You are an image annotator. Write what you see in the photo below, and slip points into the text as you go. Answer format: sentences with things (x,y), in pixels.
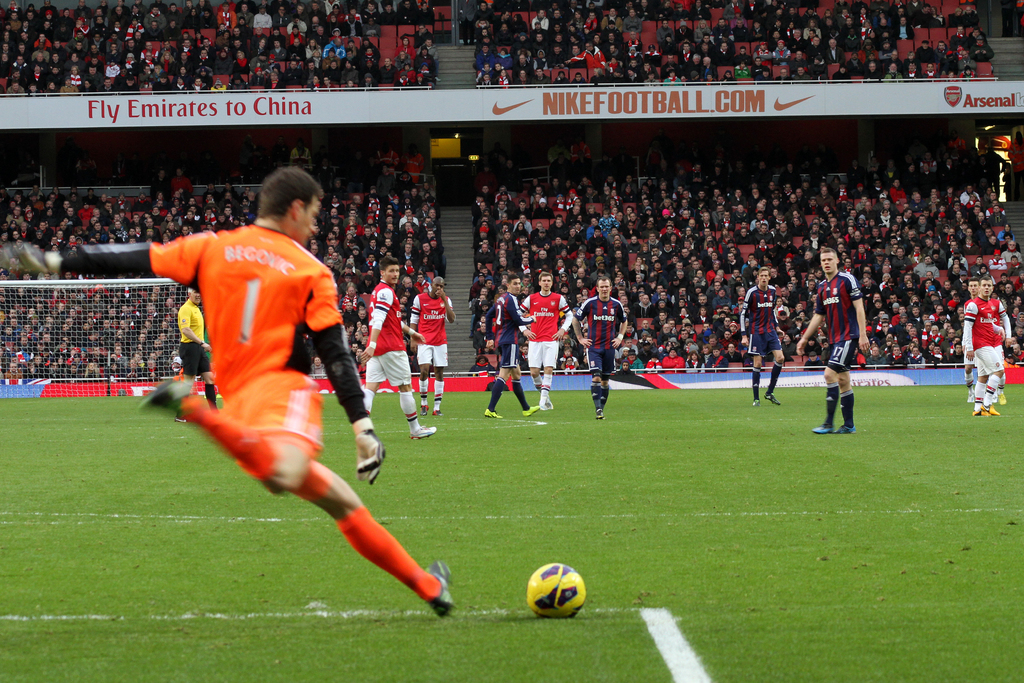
In this picture I can see a stadium (482,384), where there are group of people (438,395) playing a game with a ball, there is a football net (58,305), and in the background (553,227) there are group of people (578,253), chairs (598,208), stairs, iron rods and boards (467,105).
